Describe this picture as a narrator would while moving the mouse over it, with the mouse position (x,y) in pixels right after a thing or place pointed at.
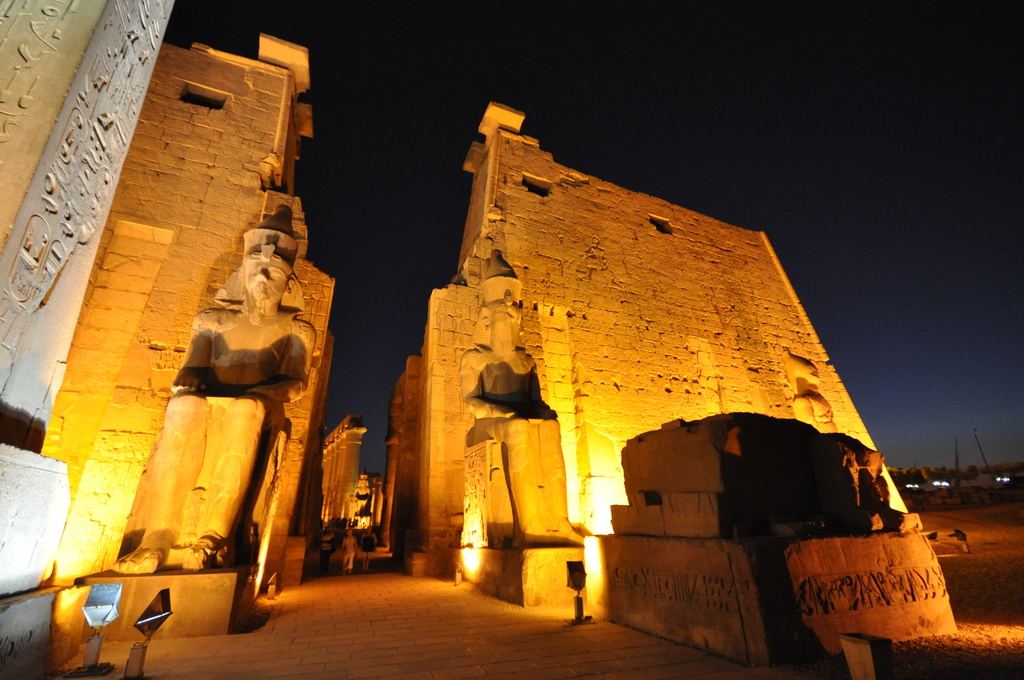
In this picture I can see the ancient monument (685,277) and I can see the lights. In the middle of this picture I can see few people (324,563) on the path (377,565). In the background (423,152) I can see the sky (741,212) which is dark.
